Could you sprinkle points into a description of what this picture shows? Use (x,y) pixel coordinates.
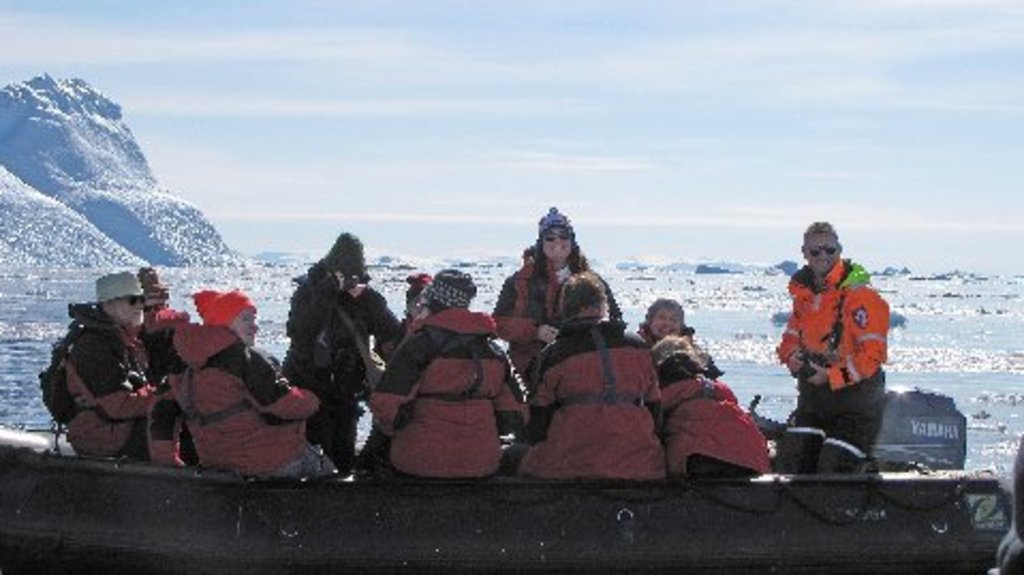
In the background (631,97) we can see the sky (848,108) and the sea (967,320). On the left side of the picture (129,145) we can see the mountains (188,212). In this picture we can see the people (342,440) sitting and standing. At the bottom portion of the picture (757,502) we can see the boat (745,499).
